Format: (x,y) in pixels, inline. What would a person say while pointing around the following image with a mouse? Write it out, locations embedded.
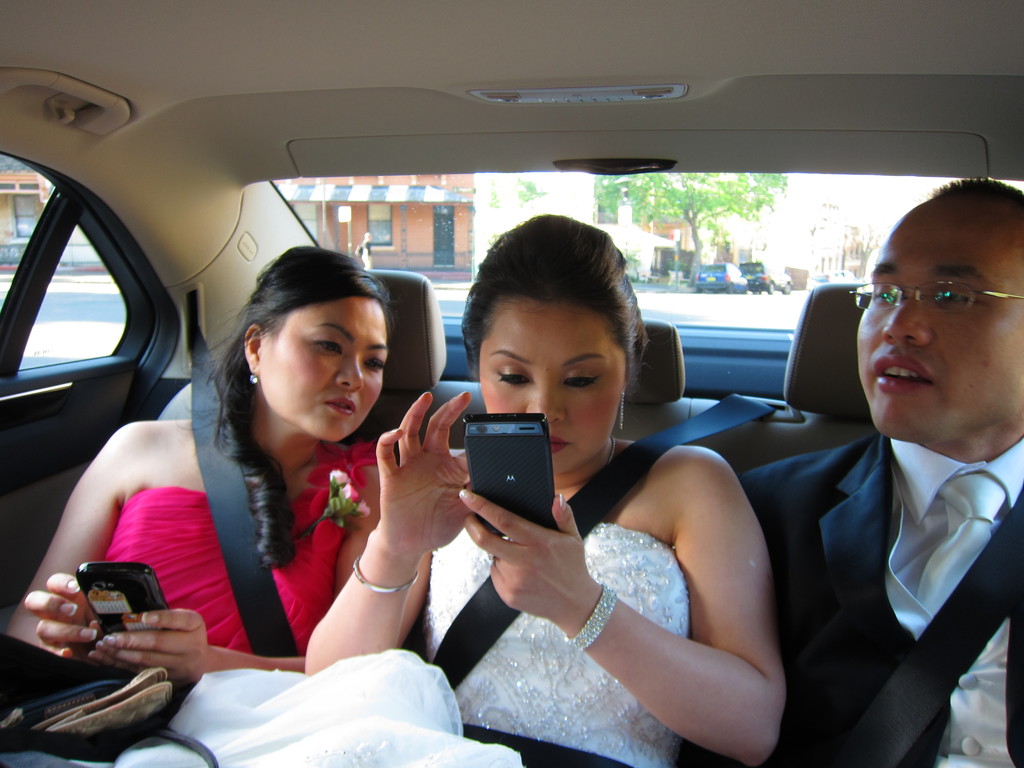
Bottom of the image (501,666) few people (979,715) are sitting on a vehicle (694,339) and holding something in their hands (412,448). Top of the image (650,235) there is a rear windshield (612,225) through the rear windshield (716,187) we can see some trees (639,216), buildings (669,229) and vehicles (741,270).
